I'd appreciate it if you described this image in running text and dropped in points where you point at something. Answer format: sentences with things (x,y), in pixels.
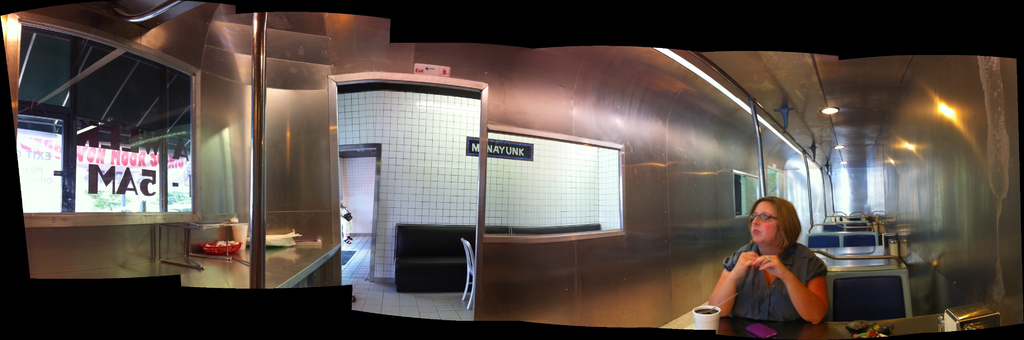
In this picture we can see a woman (790,284) is seated on the chair (828,275), in front of her we can find a box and other things (862,321) on the table (900,324), in the background (762,166) we can find few metal rods (823,166) and lights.
